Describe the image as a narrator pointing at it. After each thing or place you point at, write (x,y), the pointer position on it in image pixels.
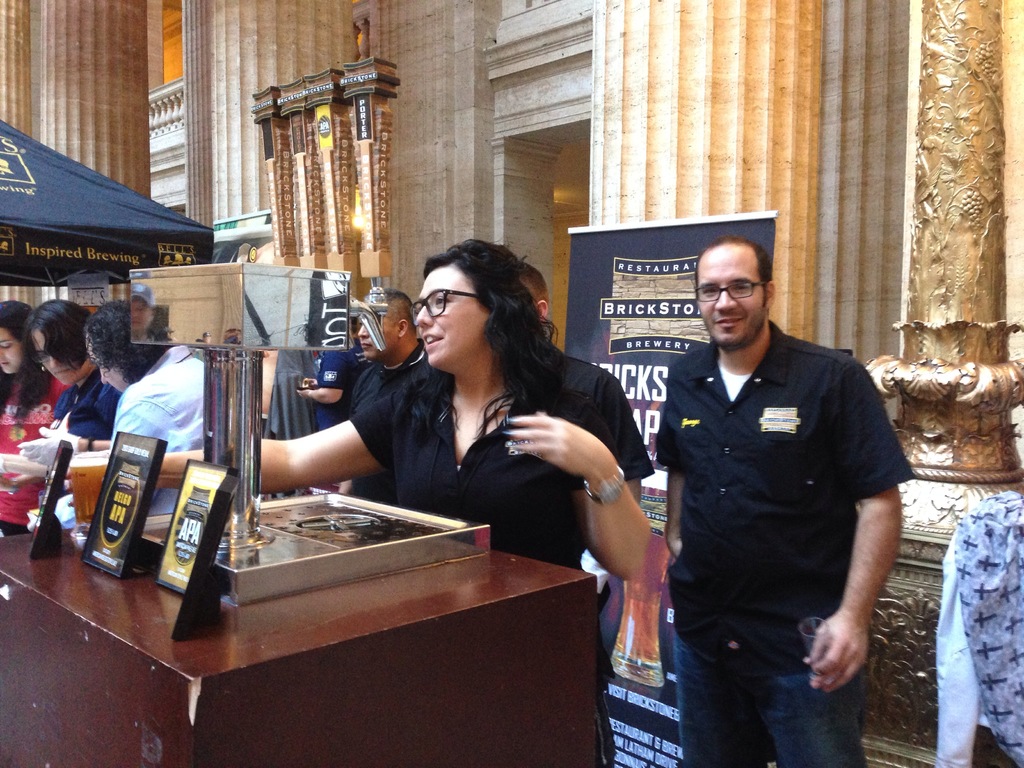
This picture shows a few people (443,430) standing and we see a hoarding (592,328) on their back.
